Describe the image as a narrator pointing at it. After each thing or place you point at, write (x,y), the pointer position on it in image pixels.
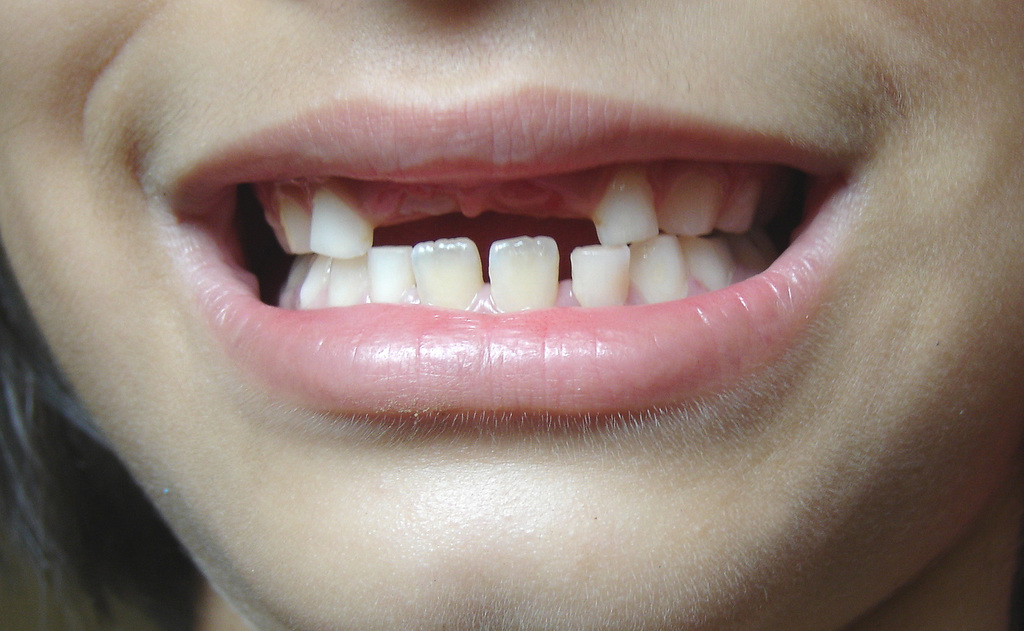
In this image I can see a person's face (745,43).
